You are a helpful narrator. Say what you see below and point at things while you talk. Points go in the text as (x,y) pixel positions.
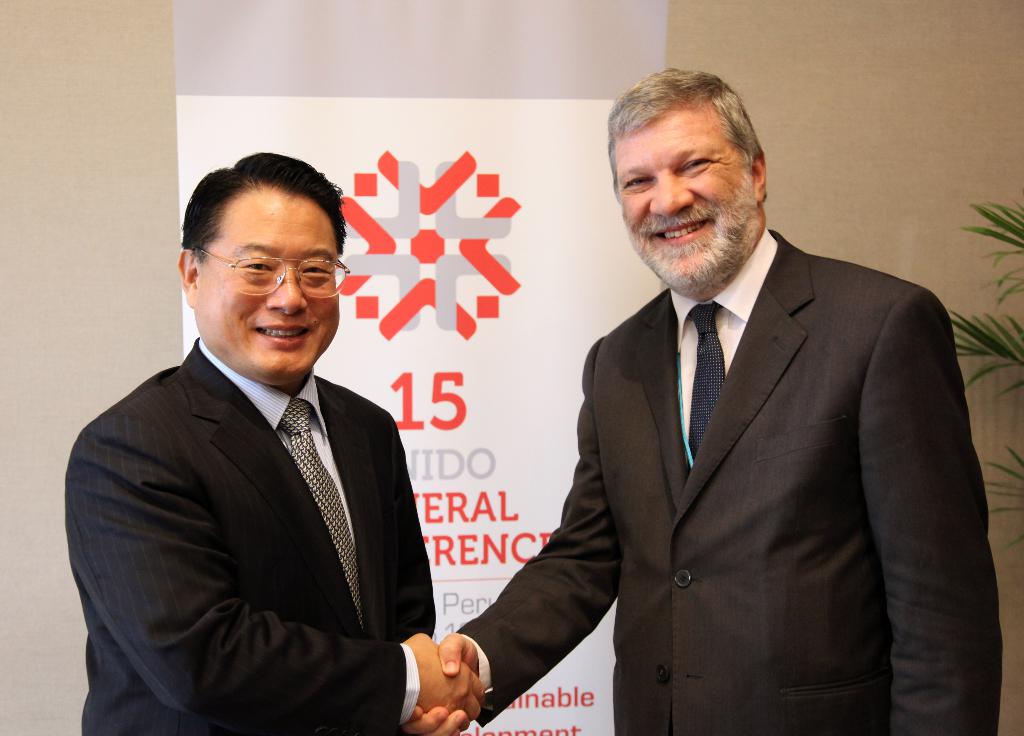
In this image there are two persons (345,529) who are standing and smiling, and they are shaking hands (464,668) with each other. In the background (464,193) there is a board (475,500), on the board (457,374) there is some text (459,380) and a wall (39,62). On the right side (991,237) there is a plant (994,334).
